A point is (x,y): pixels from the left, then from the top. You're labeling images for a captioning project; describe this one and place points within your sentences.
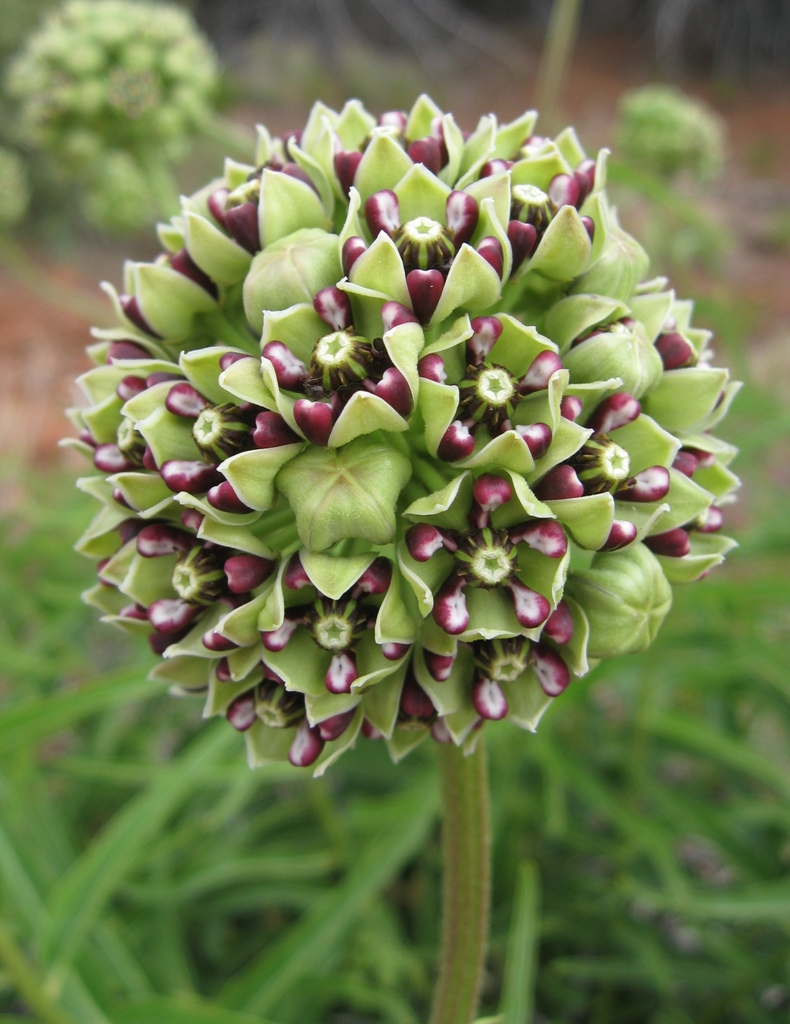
As we can see in the image there is grass (740,730) and plants (412,249). The background (720,7) is little blurred.
